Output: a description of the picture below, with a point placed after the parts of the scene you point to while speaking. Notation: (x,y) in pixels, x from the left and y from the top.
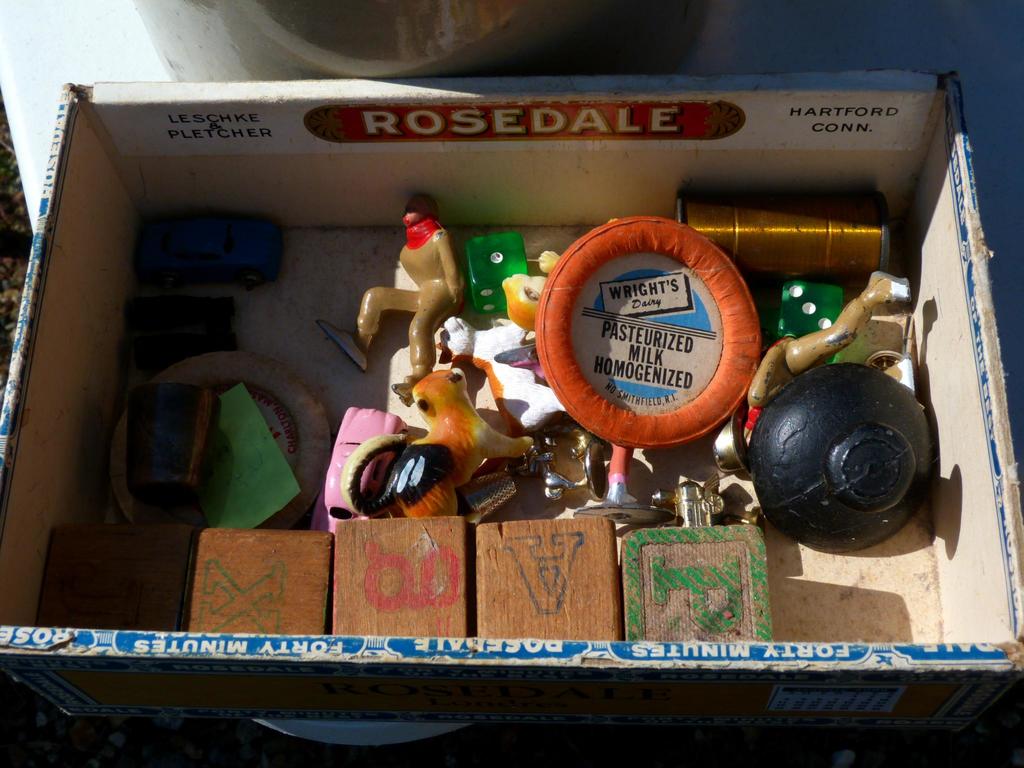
Here in this picture we can see some toys (372,328) present in a box (483,409), which is present on a surface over there.
